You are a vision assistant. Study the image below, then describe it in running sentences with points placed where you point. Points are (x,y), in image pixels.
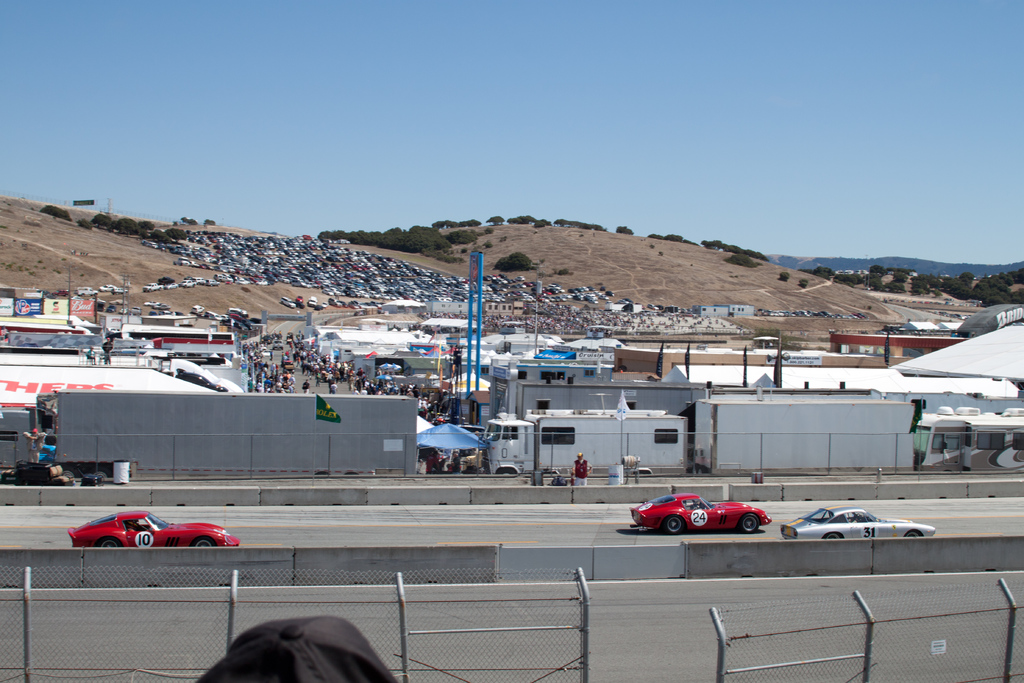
In the image we can see there are cars (231,535) and other vehicles (938,433) parked on the road (672,590). There is an iron fencing (501,627) and there are iron poles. Behind there are hills (55,230) and background of the image (537,231) is little blurred. The sky (477,111) is clear.
